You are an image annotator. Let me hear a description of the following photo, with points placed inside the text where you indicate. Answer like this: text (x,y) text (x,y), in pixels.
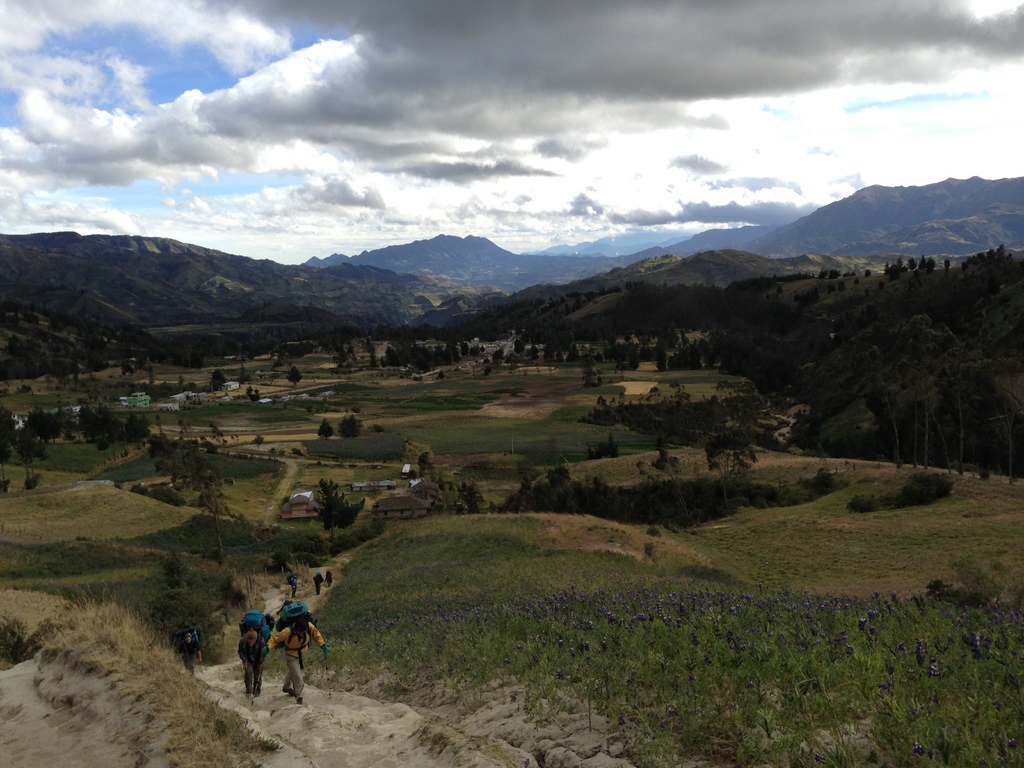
In the picture I can see there are few people (278,633) are walking. On the left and right side of the image (740,428) I can see trees (651,412). And behind the image I can see mountains (381,302). top of the image (396,171) I can see sky (440,175).
